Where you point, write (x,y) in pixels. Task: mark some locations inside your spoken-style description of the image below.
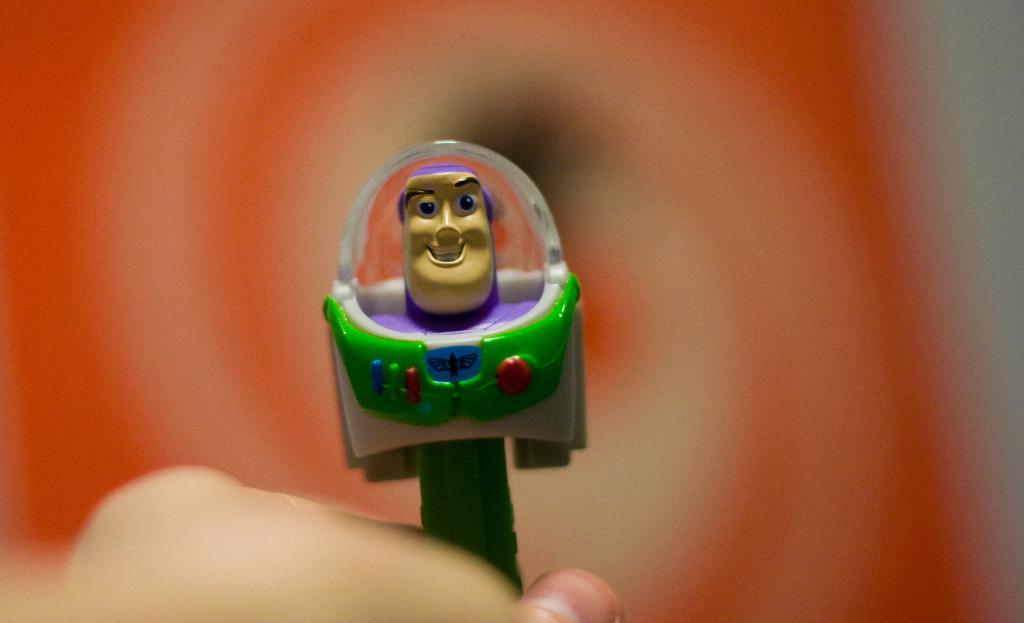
At the bottom of the picture (258,554), we see the hand (321,542) a person (450,565) is holding a green color toy (477,419). In the background (903,216), it is in red and white color. This picture is blurred in the background (139,432).
